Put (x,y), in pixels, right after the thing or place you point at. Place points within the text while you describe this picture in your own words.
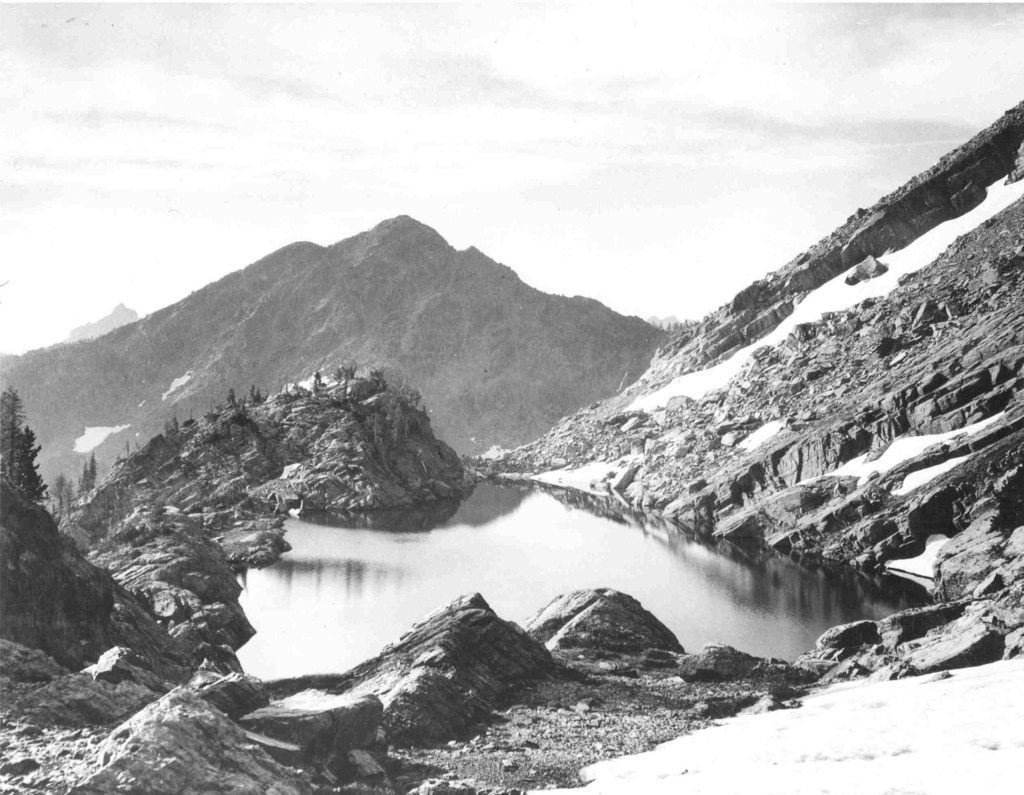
On the background of the picture (393,133) we can see sky (521,153). This is a black and white picture. These are the mountains (286,293), on the top of the mountain (219,307) we can see peaks (544,295). These are the trees (39,490) in front of the mountains (49,455) and in front of the picture we can see pebbles (543,737) and rocks (466,672). There is a lake (468,541) which is surrounded by the mountains (188,444).
